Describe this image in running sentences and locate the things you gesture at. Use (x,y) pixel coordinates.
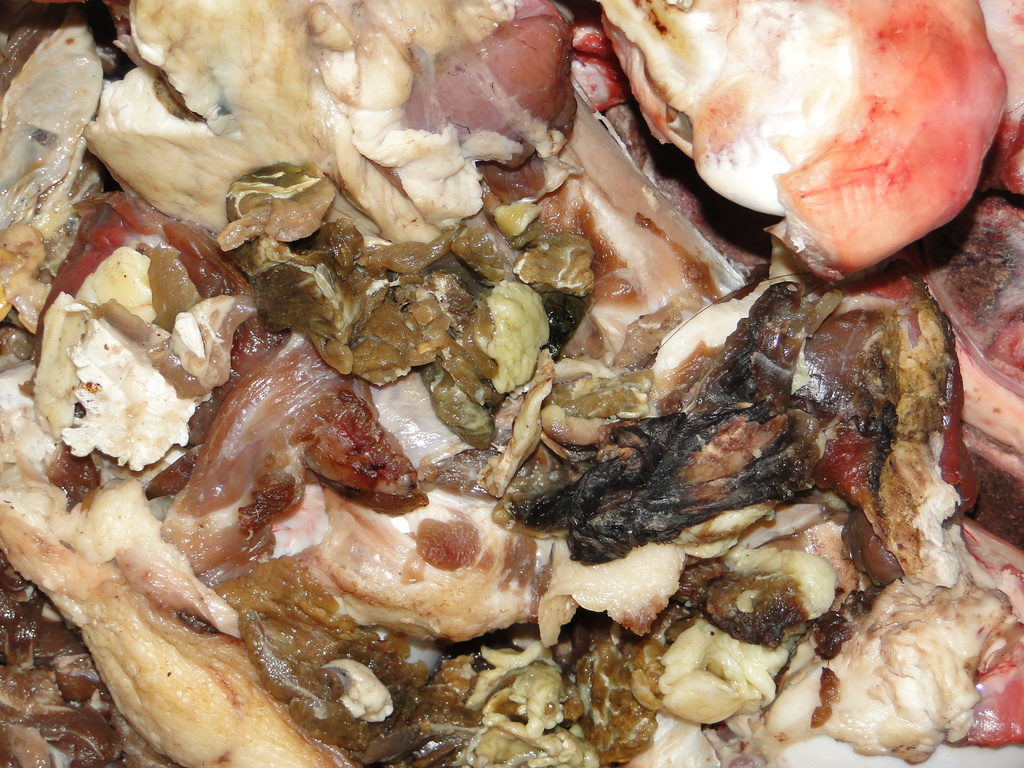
In this picture we can see meat (440,346).
